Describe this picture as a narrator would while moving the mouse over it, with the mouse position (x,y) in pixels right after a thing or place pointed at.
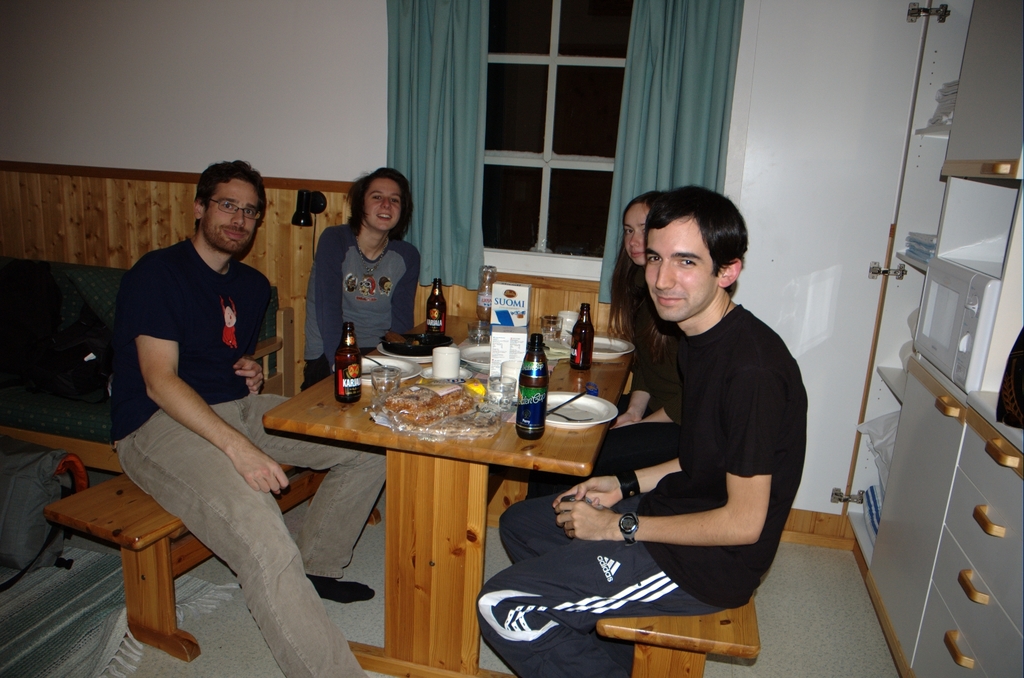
This is a picture of inside of a house (281,204). And the middle corner i can see a window (540,128) and there is a curtain (454,44) hanging to the window (519,124) and there are the four persons (684,287) sitting around the table (569,365). On the table (564,454) i can see a bottles (532,354), foodstuffs (482,394) and plates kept on the table (592,443) and a person (602,580) sitting on the bench (701,633) and right side (979,517) i can see a cupboard (982,454) and left side (21,405) i can see a sofa set (44,407) and there is a bag (35,508) on the floor (26,623).
